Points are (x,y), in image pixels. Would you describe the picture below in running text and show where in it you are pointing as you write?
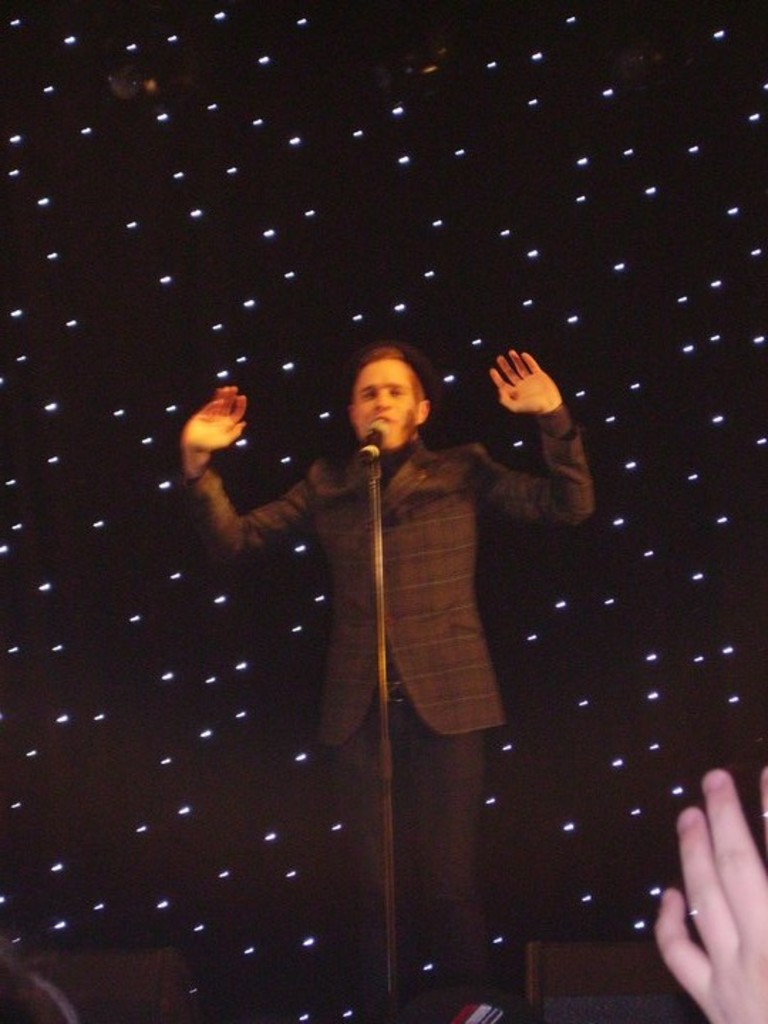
In this picture, there is a man (371,575) on the stage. Before him, there is a mike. He is wearing a black blazer (450,697) and black trousers (464,916). Towards the bottom right (727,966), there is a hand (690,869). In the background (308,216), there are lights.
